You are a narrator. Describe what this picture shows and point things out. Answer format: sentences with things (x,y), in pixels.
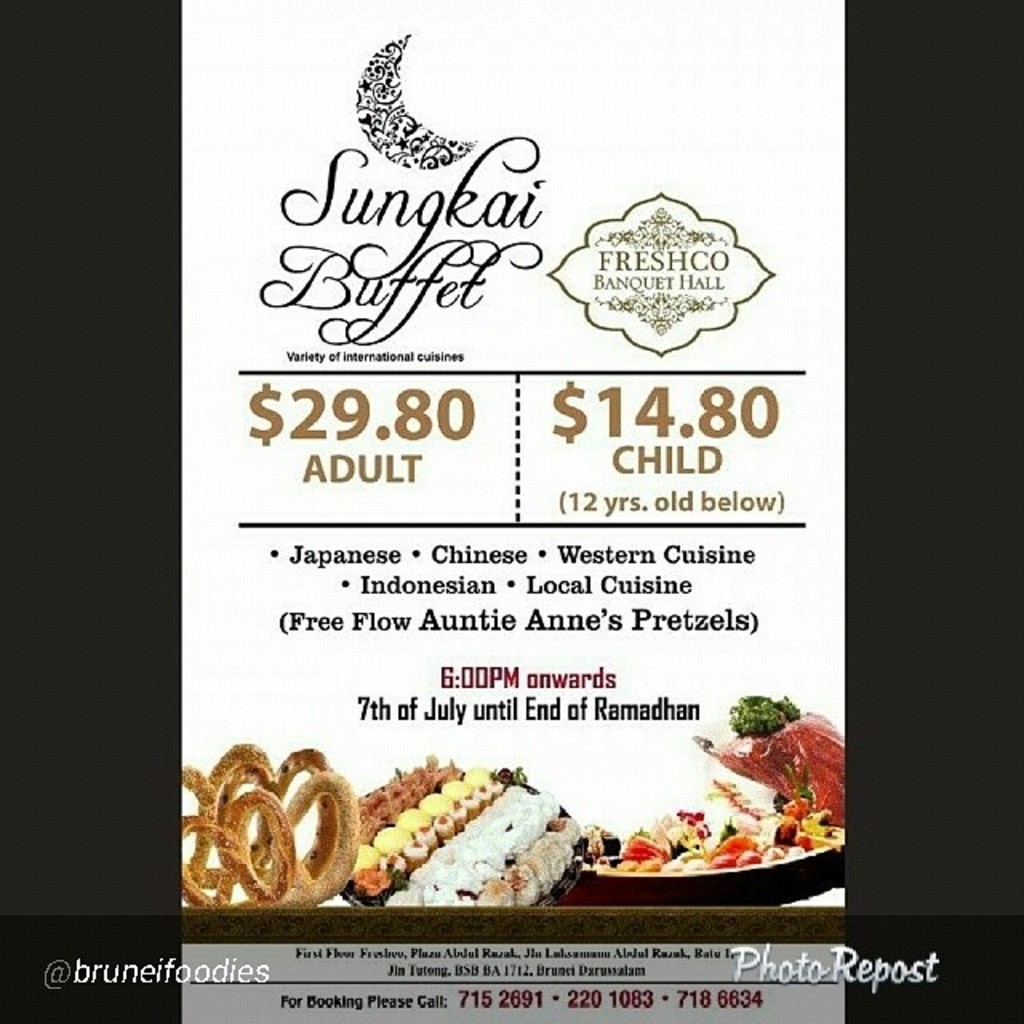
On the bottom left (72,986), there is a watermark (209,964). On the bottom right (766,978), there is a watermark (745,978). In the middle of this image (617,628), there is a poster (762,357) having an image (779,781), texts (535,161), designs (747,277) and numbers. And the background of this poster (617,659) is white in color.
